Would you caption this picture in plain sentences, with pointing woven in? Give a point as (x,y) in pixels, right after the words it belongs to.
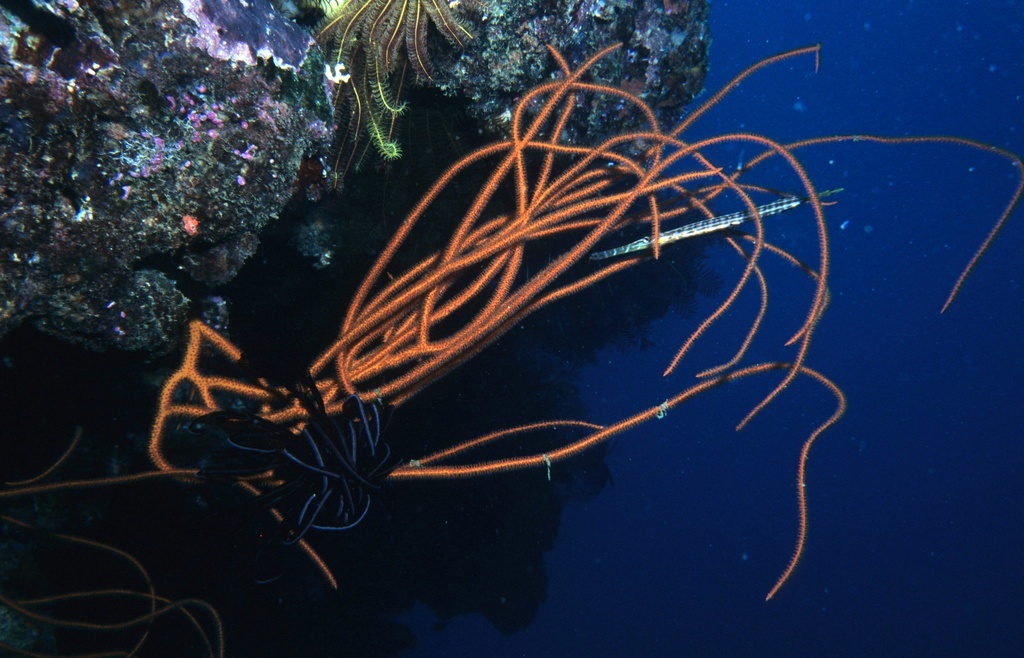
This image is clicked inside the water (558,347). To the left (305,412) there are marine plants (184,361).
